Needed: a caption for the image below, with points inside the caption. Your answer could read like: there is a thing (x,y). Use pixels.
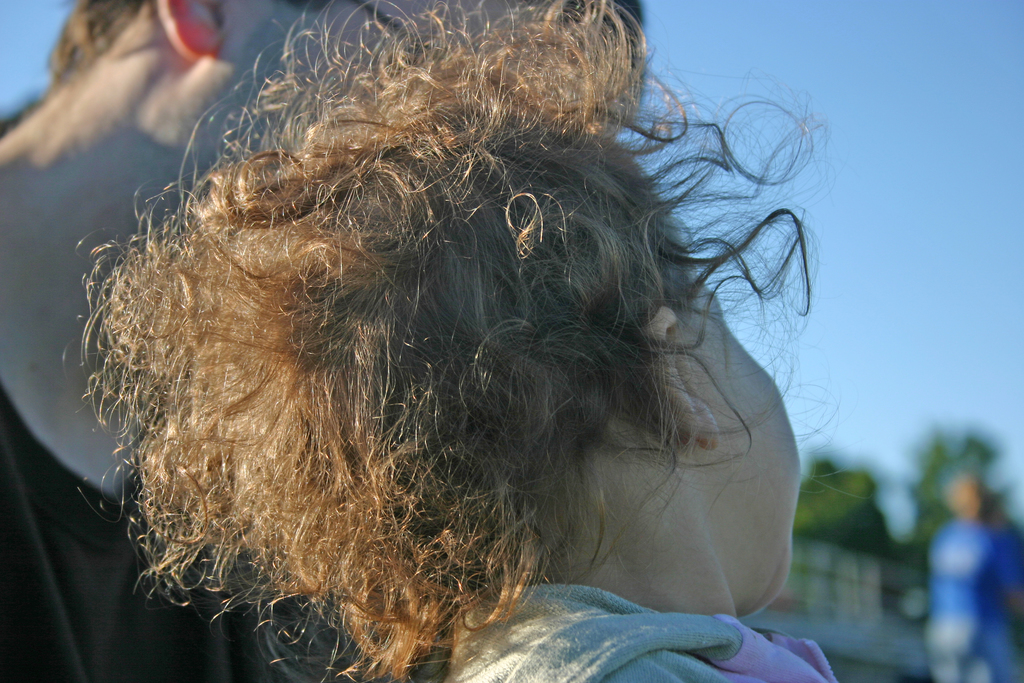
There are persons (432,353) and we can see sky (989,407). Background (988,457) it is blur.
